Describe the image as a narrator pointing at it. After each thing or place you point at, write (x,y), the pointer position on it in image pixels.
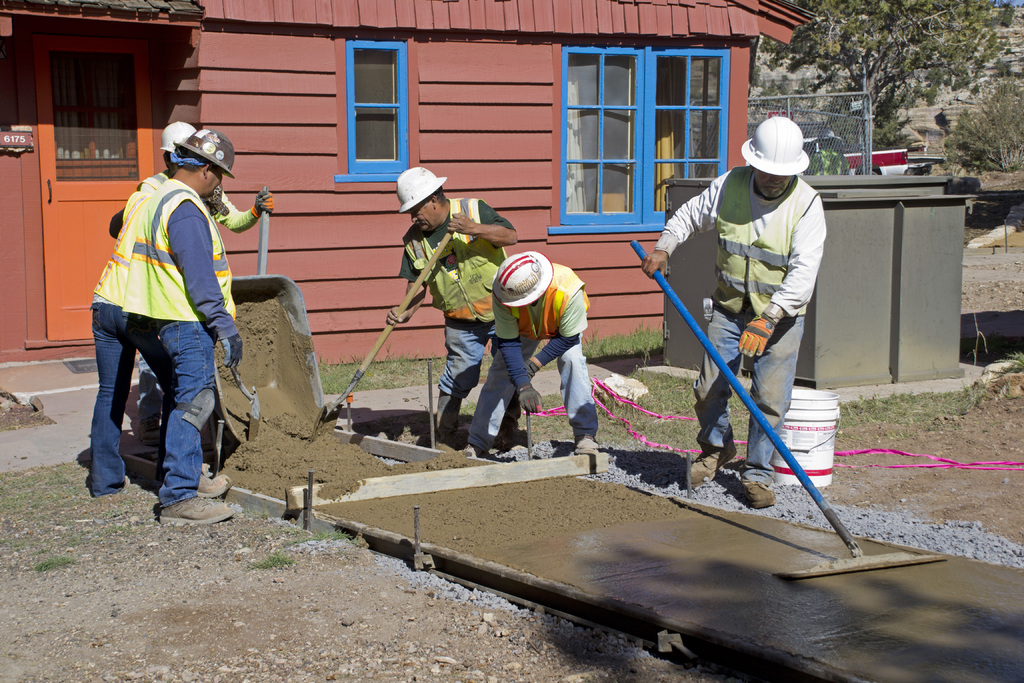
In this image there are group of people (130,377) standing and holding the tools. There is a concrete mixture (534,523) and there is a bucket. At the back (547,147) there is a building (615,165) and fence (831,114) and tree (857,59). At the top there is sky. At the bottom (92,513) there is grass (278,563).
